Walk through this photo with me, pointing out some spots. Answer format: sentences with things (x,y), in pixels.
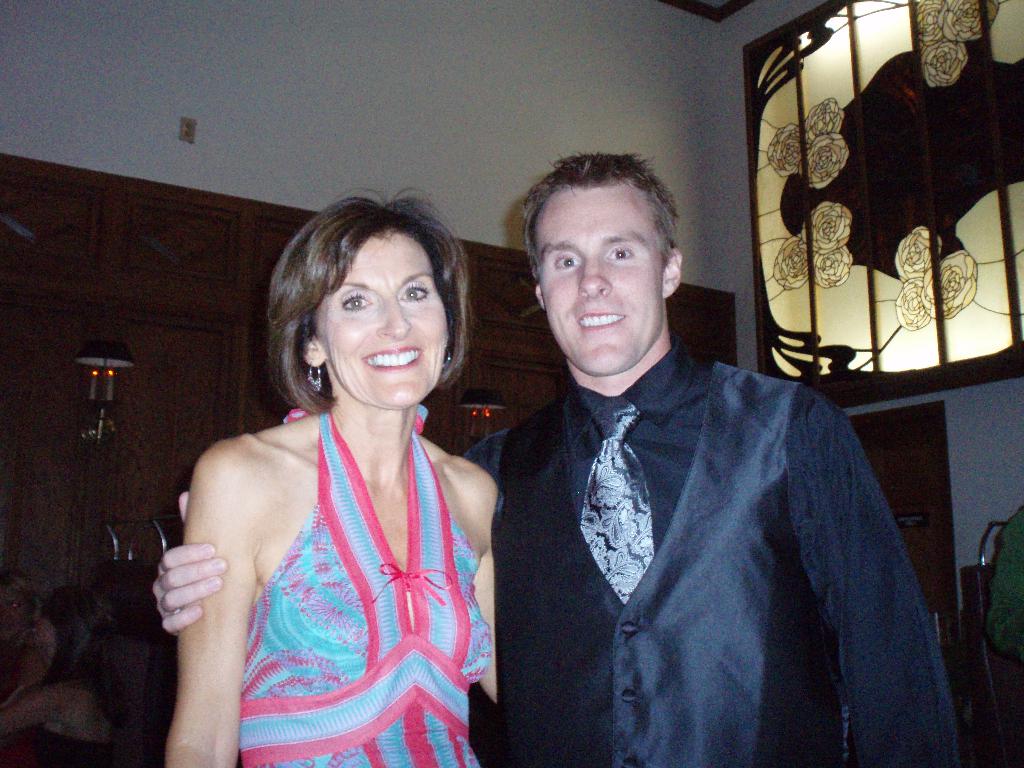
In this picture we can see a man (588,349) and woman (406,460), they both are smiling, in the background (491,390) we can see a wall (554,138) and a stained glass (842,119).
